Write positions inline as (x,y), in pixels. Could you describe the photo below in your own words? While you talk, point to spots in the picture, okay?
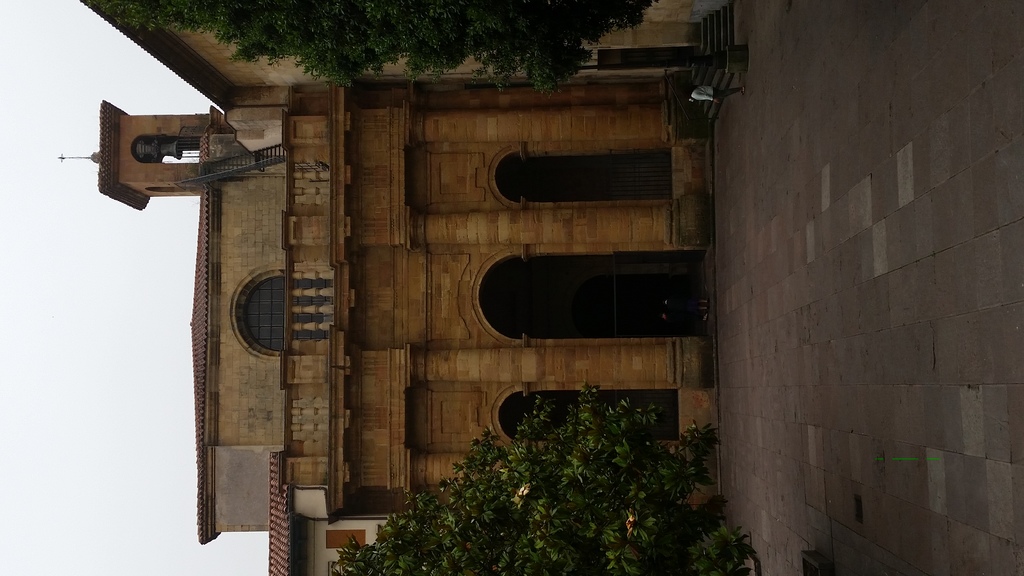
In this image we can see a building (480,236), trees (633,530), and two persons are standing on the floor (848,366). On the left side of the image (99,437) we can see sky (151,254).
